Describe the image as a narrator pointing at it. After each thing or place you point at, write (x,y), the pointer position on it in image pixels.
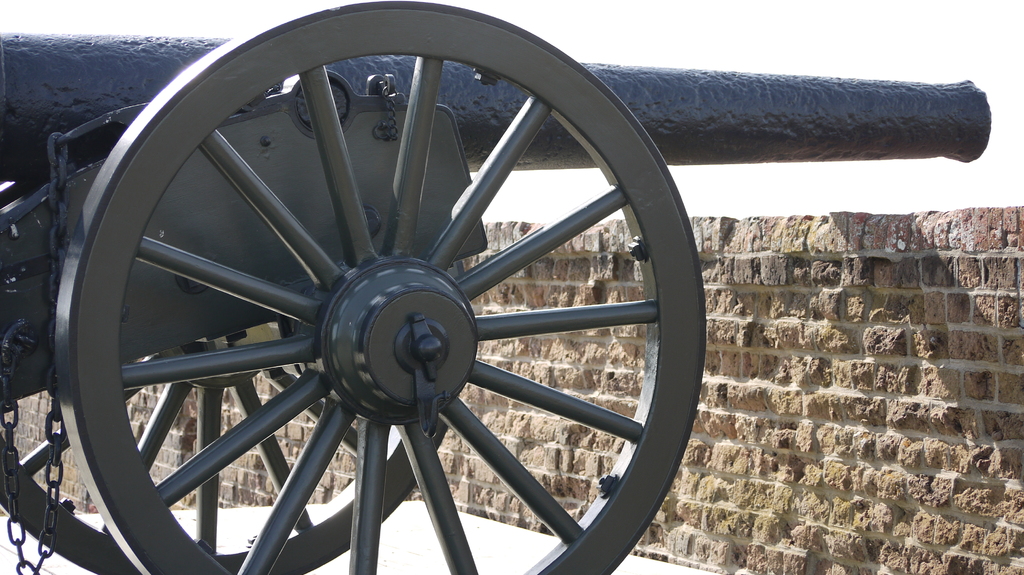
In this image I can see a cannon vehicle (412,150) which is in black color. In front I can see brick wall (871,349). Background (843,183) is in white color.
